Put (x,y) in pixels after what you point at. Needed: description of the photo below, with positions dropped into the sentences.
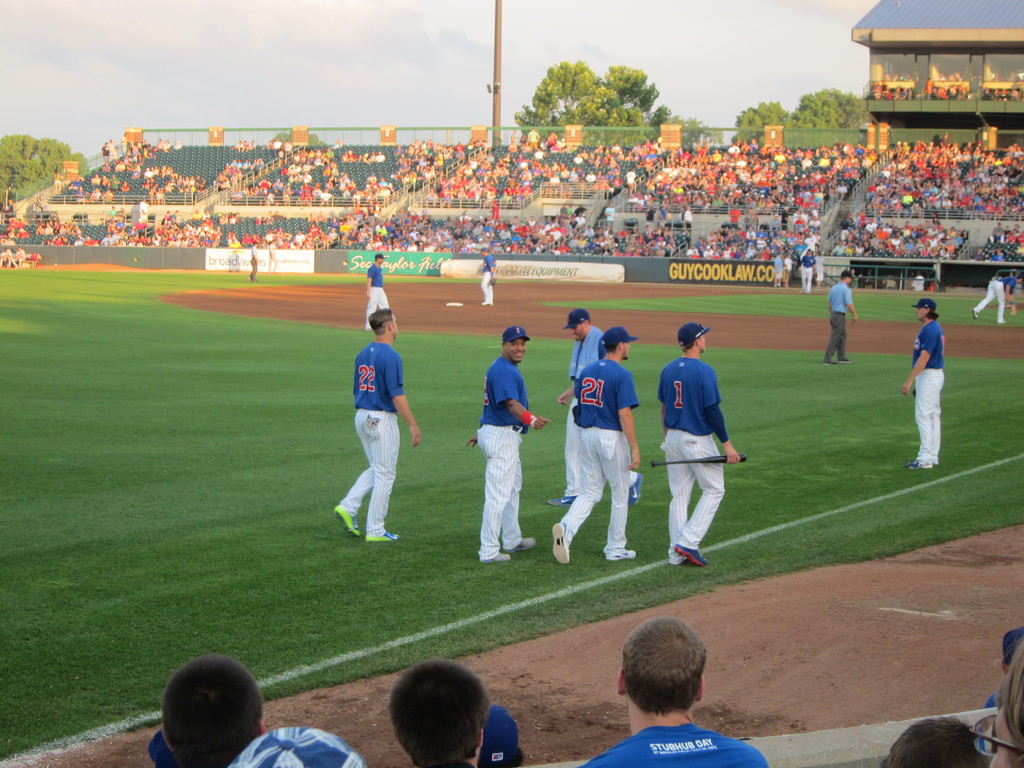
Here in this picture we can see a group of men (580,369) walking and standing on the ground (550,334) and one man (663,449) is holding a baseball bat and most of them are wearing caps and we can see the ground (515,309) is mostly covered with grass (751,410) and we can see number of people (1007,204) sitting in the stands (304,187) and watching them and in the far we can see plants (49,170) and trees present and in the middle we can see a pole (494,42) also present and we can see the sky (393,39) is cloudy.
